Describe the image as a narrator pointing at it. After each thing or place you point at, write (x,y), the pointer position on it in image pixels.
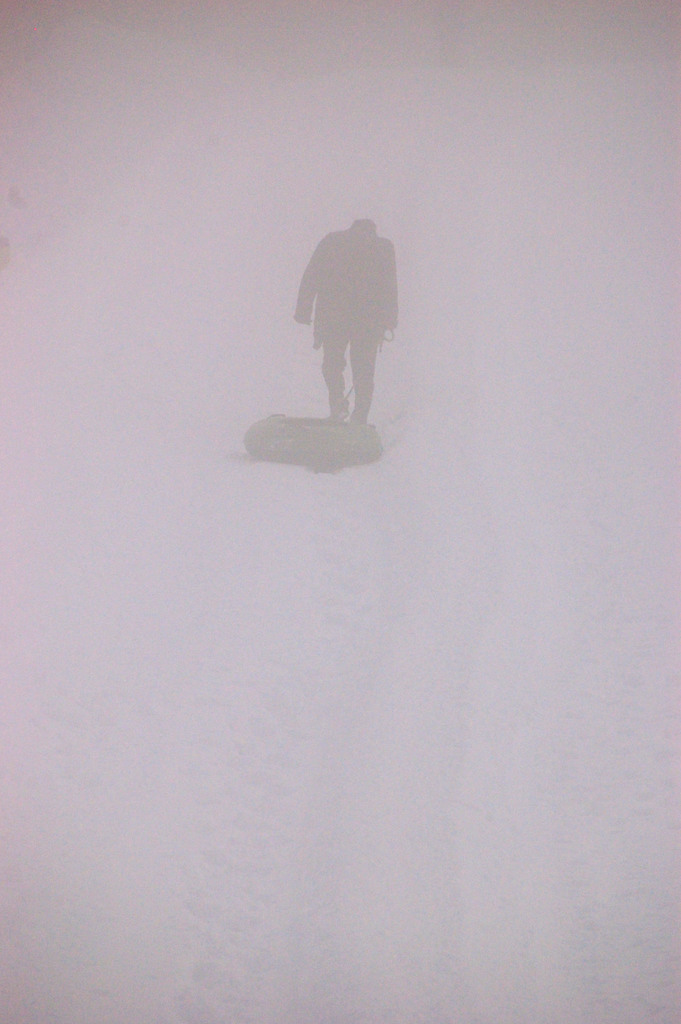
In this picture we can see a person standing and in the background (18,289) we can see snow (235,818).
